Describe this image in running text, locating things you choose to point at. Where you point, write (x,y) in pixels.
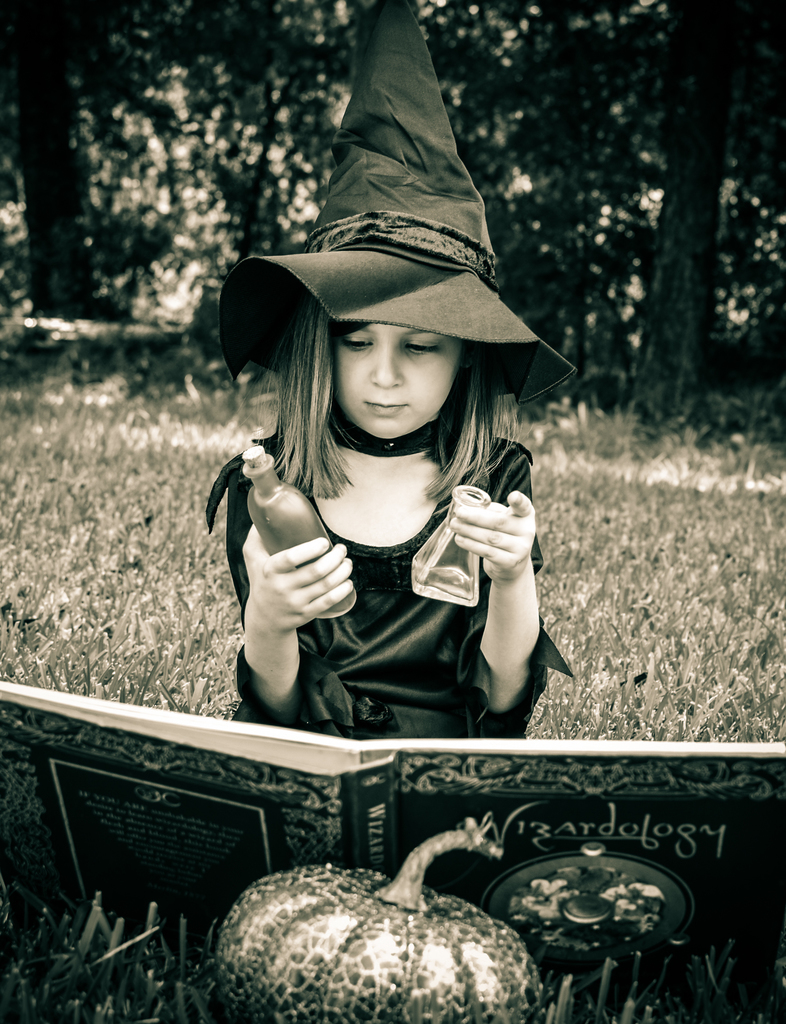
This is black and white picture where we can see a girl (408,588). She is wearing black color hat (416,180) and holding bottles (435,571) in her hand (307,553). In front of her book (326,811) and pumpkin (395,955) is present. The land (118,607) is grassy. Background of the image trees (49,88) are present.
